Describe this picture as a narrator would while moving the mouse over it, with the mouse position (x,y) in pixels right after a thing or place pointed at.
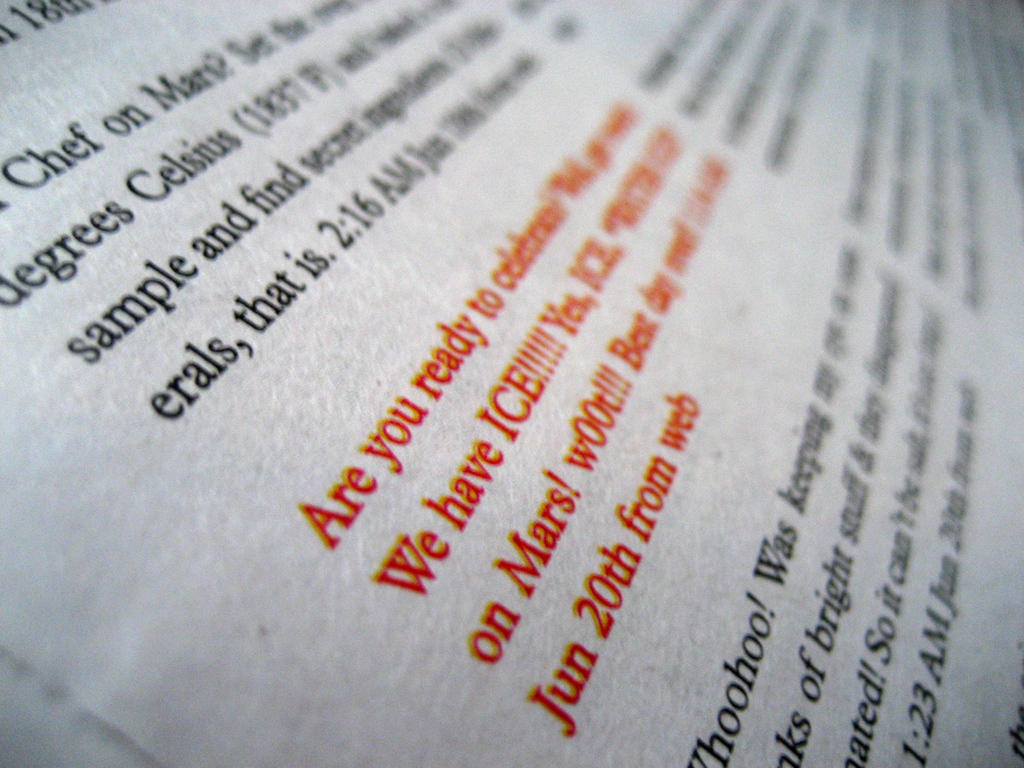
In this picture I can see text (534,589) in red color and black color.
